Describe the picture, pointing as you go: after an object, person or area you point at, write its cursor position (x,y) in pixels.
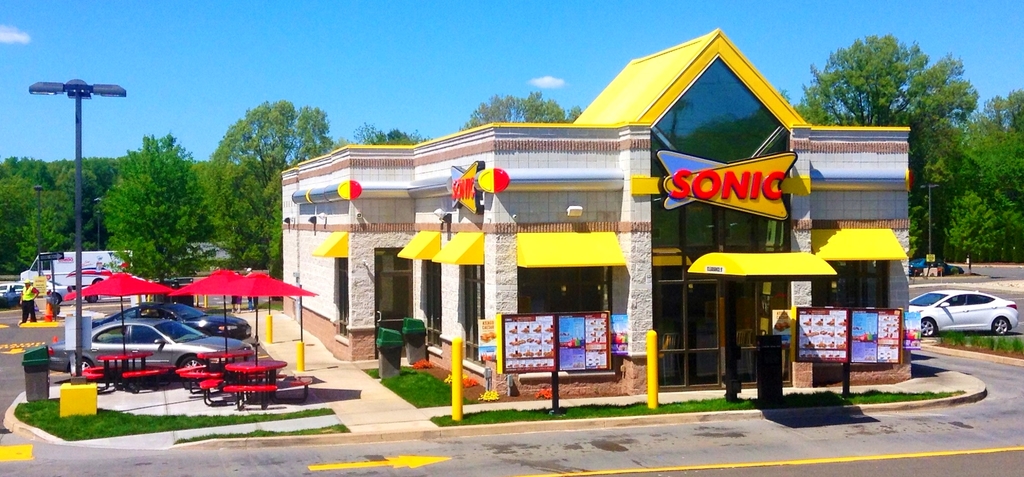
In this image I can see the road (811,424), few red colored tents (82,294), few vehicles (163,309), few persons (61,299), few poles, few trees (153,231) which are green in color and a building (405,306) which is white, brown, yellow and red in color. In the background (213,92) I can see the sky (276,68).
